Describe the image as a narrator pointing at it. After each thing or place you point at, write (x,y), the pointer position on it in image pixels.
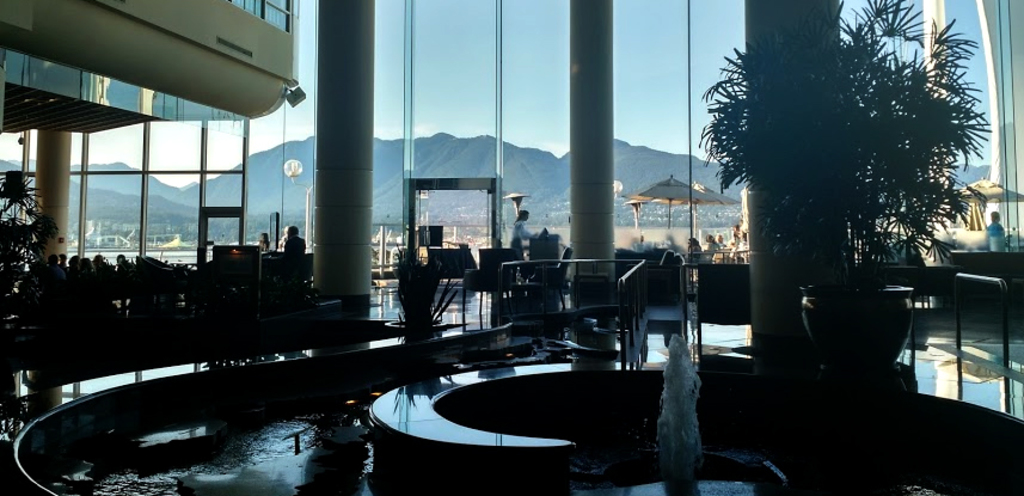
In this image I can see plants (840,245), water fountain (673,372), pillars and chairs (943,275). I can also see people (289,228) where few are standing and rest all are sitting on chairs (187,285). In the background (482,221) I can see lights (300,165), mountains (103,192) and the sky (554,61). I can also see this image is little bit in dark.
